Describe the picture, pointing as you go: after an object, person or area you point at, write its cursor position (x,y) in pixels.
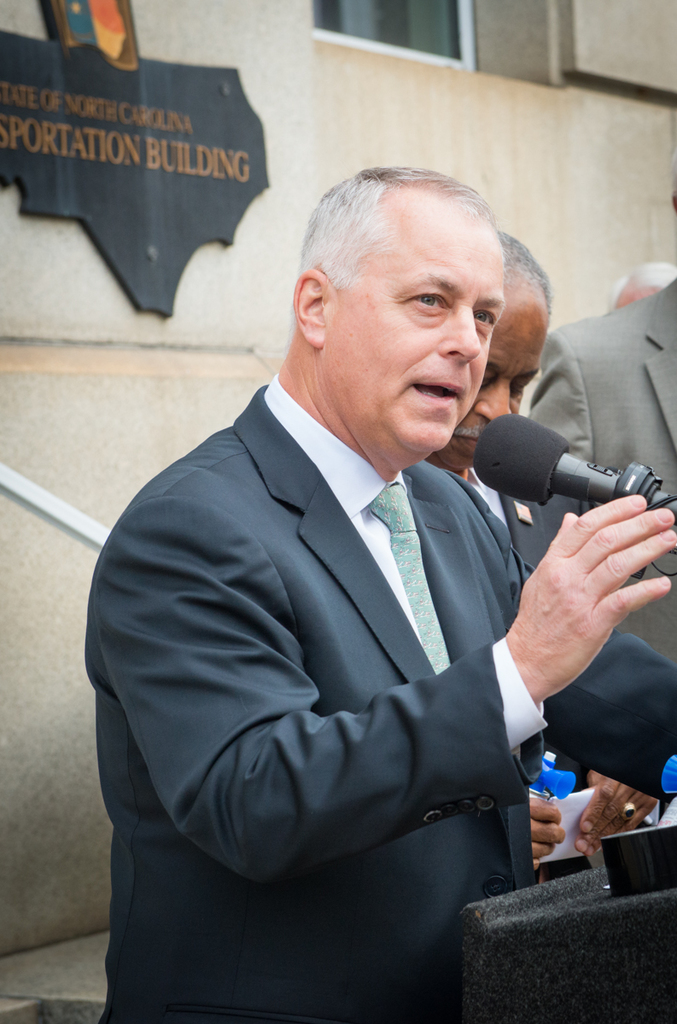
In this picture we have a man (422,686) in black suit (396,723) who is talking into the mic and behind that is a black board (196,179).
